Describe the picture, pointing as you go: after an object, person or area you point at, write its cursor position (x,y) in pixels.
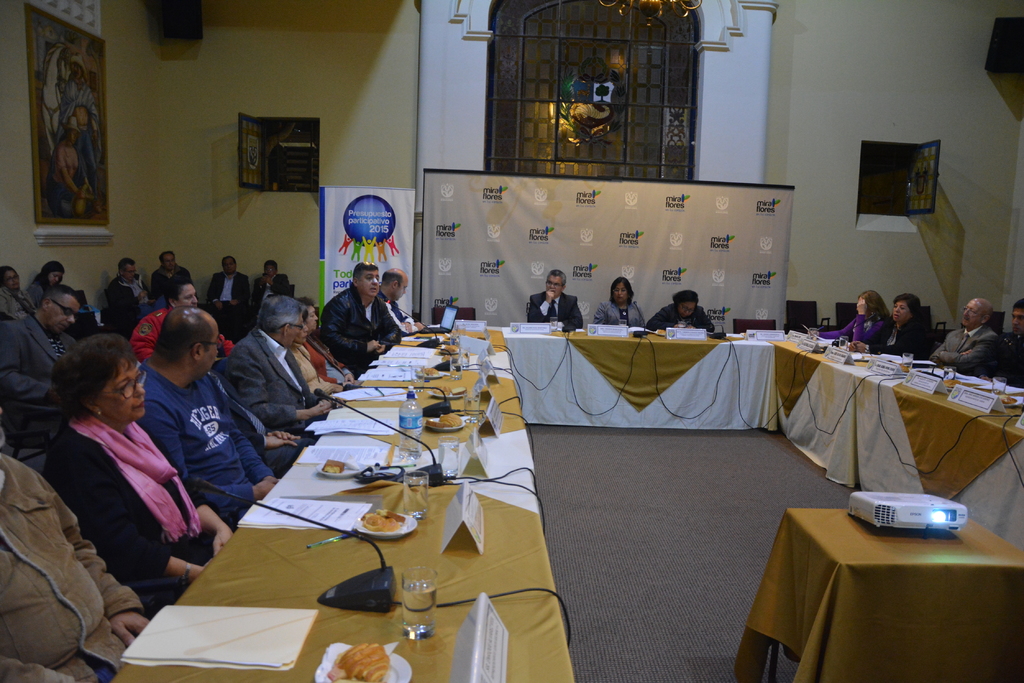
In this image we can see persons (190,444) sitting on the chairs (750,326) and tables (448,623) are placed in front of them. On the tables (438,533) we can see name boards (470,630), serving plates (408,523) with food (384,526) in them, mics (383,564), cables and papers (305,615). In the background (71,106) there are wall hangings (84,117) attached to the walls (237,74), windows (263,139), speakers (189,36), projector (933,499) and an advertisement (480,257).
